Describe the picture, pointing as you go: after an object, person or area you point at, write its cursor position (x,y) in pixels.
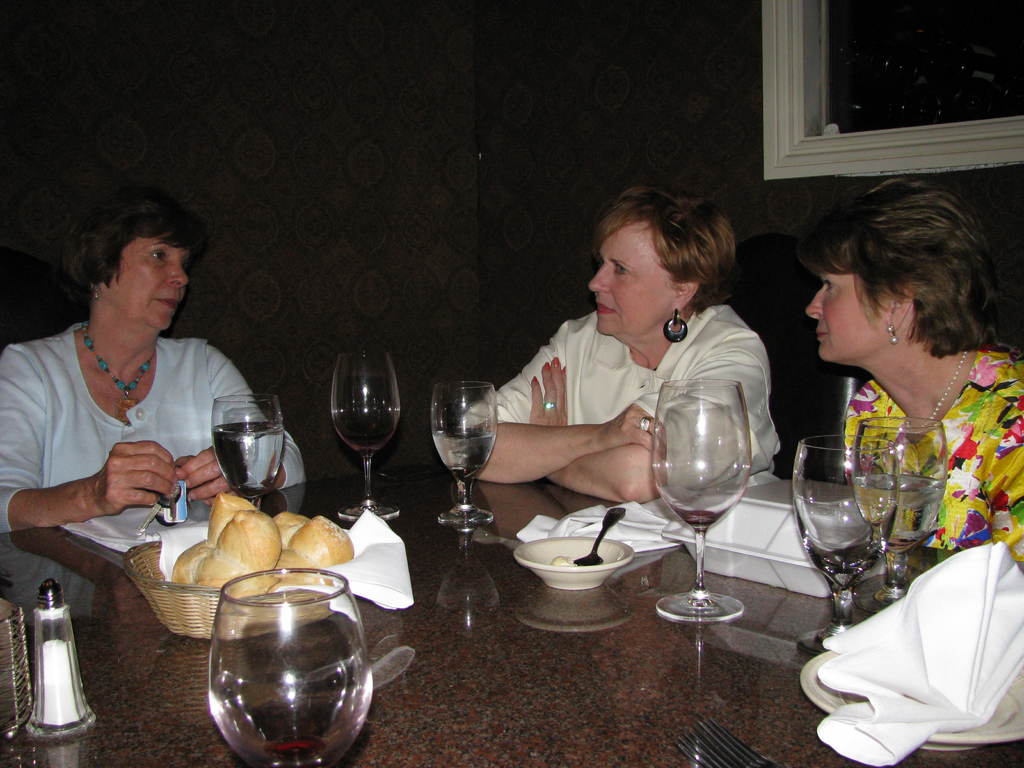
In this picture we can see three people (649,238) sitting on the chairs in front of the table (420,509) on which there are some glasses (360,514), bowls (250,555) and some tissues (349,611) on it.
